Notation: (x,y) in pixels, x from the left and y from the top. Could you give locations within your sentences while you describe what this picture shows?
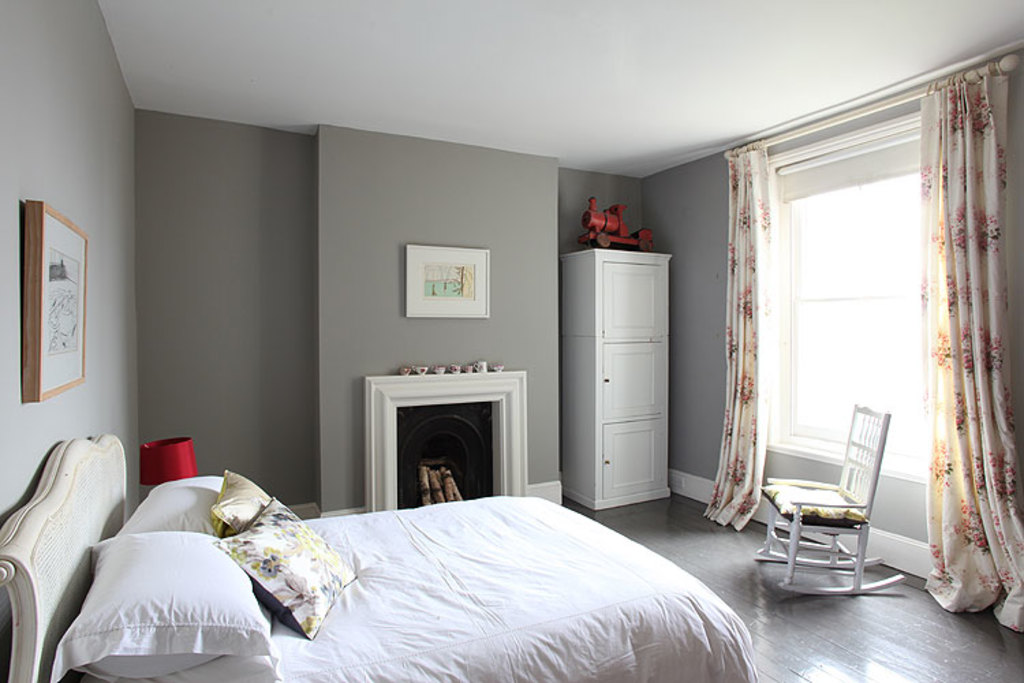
In the image we can see there is a room (286,598) in which there is a bed (609,628), a chair (781,560) and curtains (972,222) to the window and a wardrobe (600,409). On the wall (93,278) there is a photo frame (63,304).
